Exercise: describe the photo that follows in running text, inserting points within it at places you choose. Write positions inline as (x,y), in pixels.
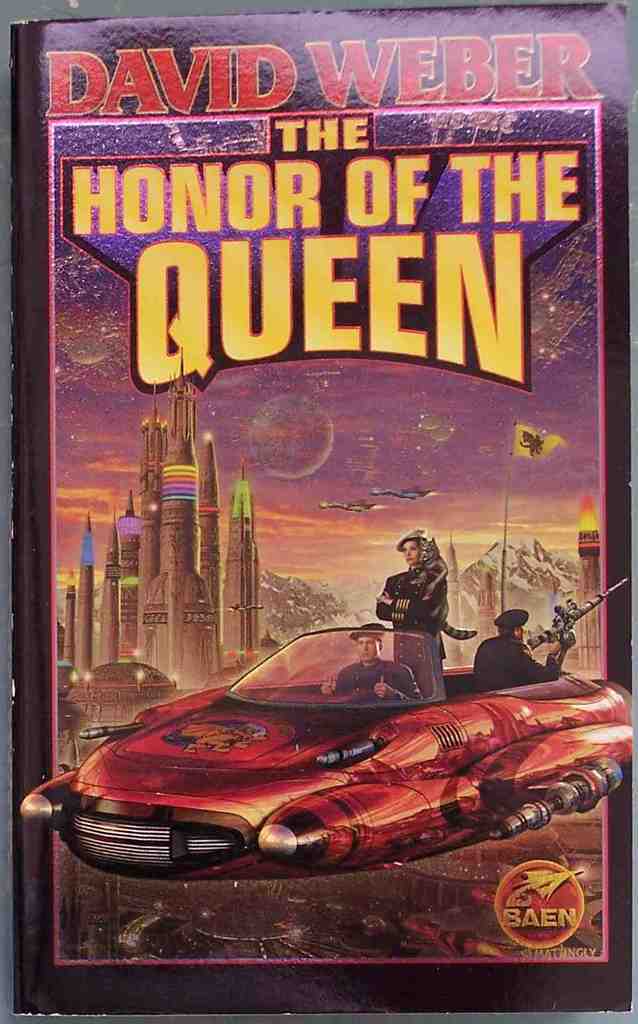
In this picture we can see a book (236,524) with some images (236,524) and text (149,214).
